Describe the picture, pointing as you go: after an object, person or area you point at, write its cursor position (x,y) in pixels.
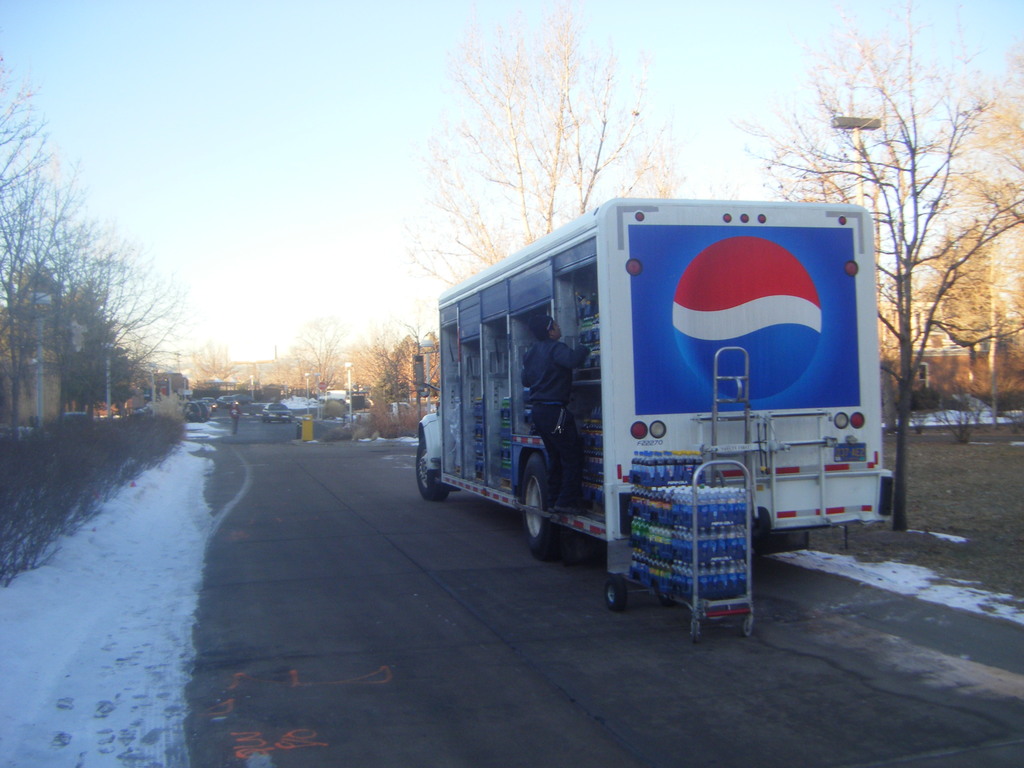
There is one person (533,360) and a vehicle (507,482) on the road (367,508) as we can see in the middle of this image (478,499). There is a container (690,554) with some bottles (681,515) at the bottom of this image (688,538). There are some trees (80,404) in the background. There is a sky (276,162) at the top of this image (276,162).
